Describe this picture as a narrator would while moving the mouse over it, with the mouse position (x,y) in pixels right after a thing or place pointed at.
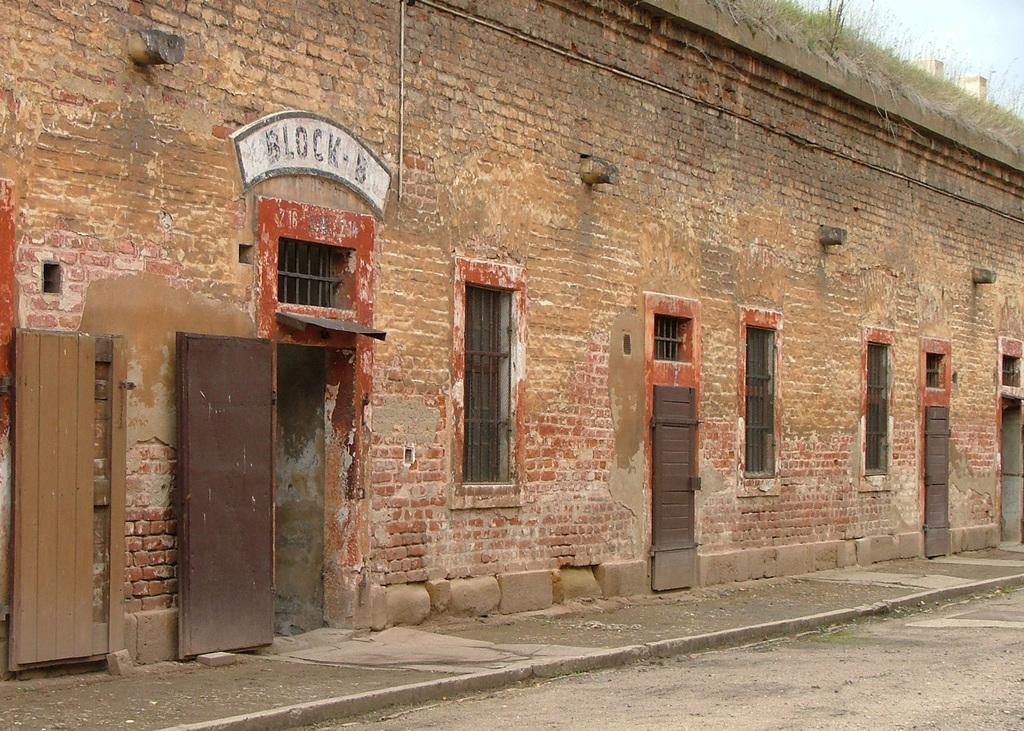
In this image I can see the building (514,115) which is in brown color. There are the windows (497,430) to it. In the back (819,27) I can see the grass (858,33) on the building (966,85) and the sky (908,43).
